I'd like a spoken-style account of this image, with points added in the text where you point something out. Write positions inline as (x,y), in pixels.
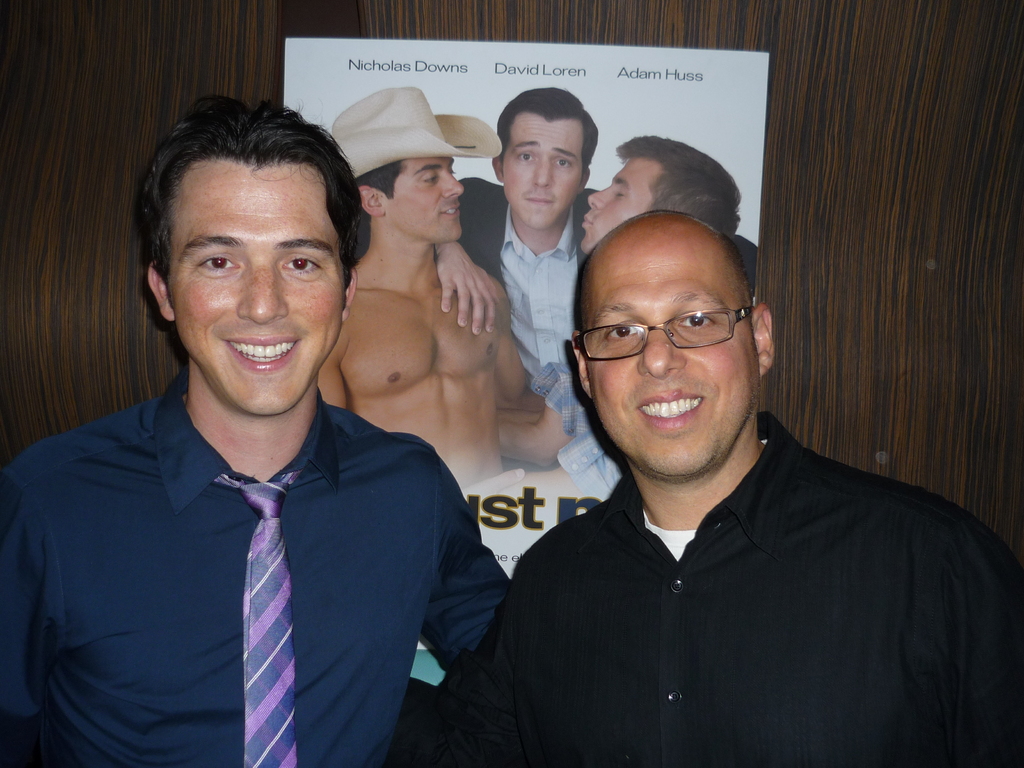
In this picture in the front of there are persons (462,528) smiling. In the background (673,207) there is a poster (532,224) with some text (500,515) and images (503,235) on it.
